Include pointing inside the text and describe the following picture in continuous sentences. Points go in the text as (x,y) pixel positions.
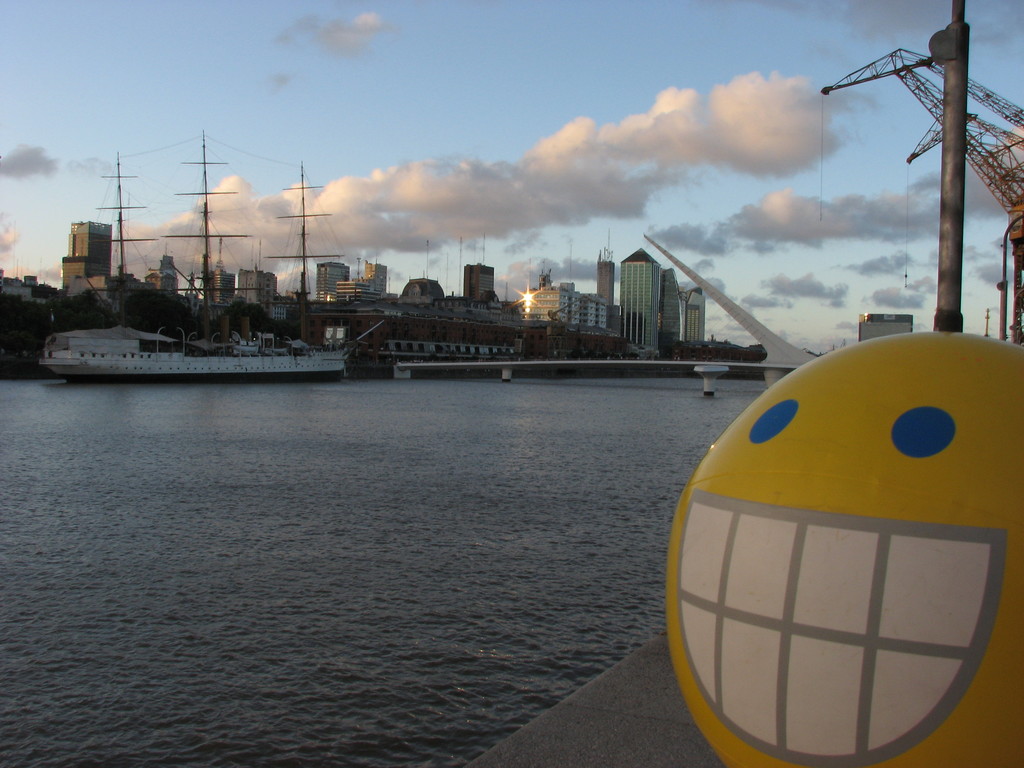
There is a emoji (738,736) at the right side of the image (773,659). There is water (405,510). There are ships (102,337). In the background of the image (561,295) there are buildings (86,280). There is sky (389,102) and clouds (532,153). There is a bridge (568,360).
